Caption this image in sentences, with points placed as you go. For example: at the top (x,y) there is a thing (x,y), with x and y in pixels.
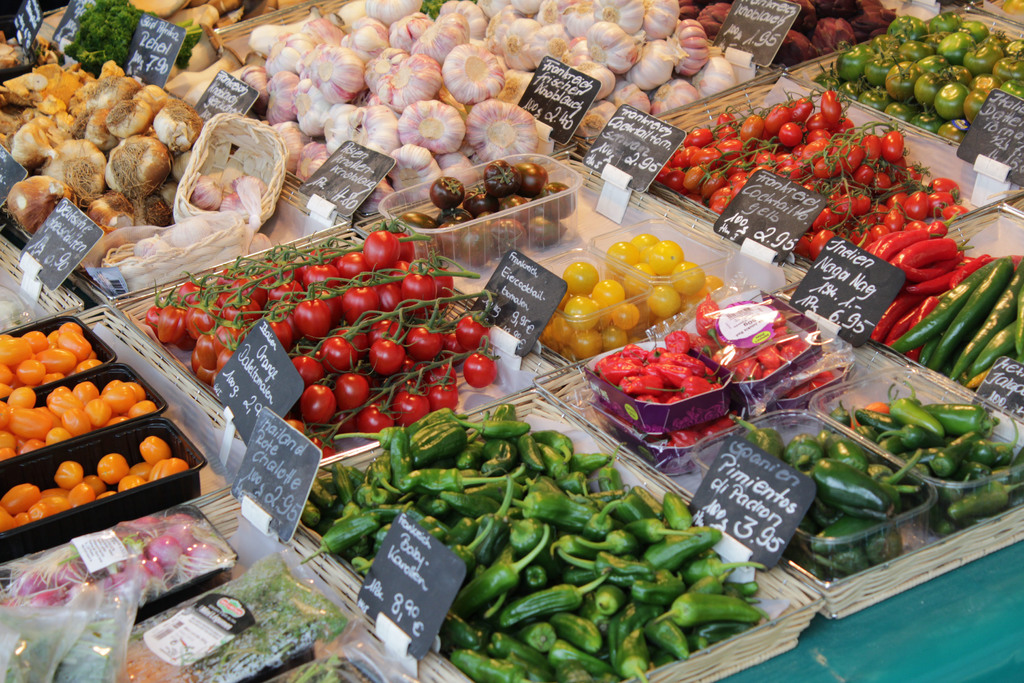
In this picture we can see there are trays (1,264) and on the trays (154,393) there are different kinds of vegetables (329,391) with the price boards (400,579).
